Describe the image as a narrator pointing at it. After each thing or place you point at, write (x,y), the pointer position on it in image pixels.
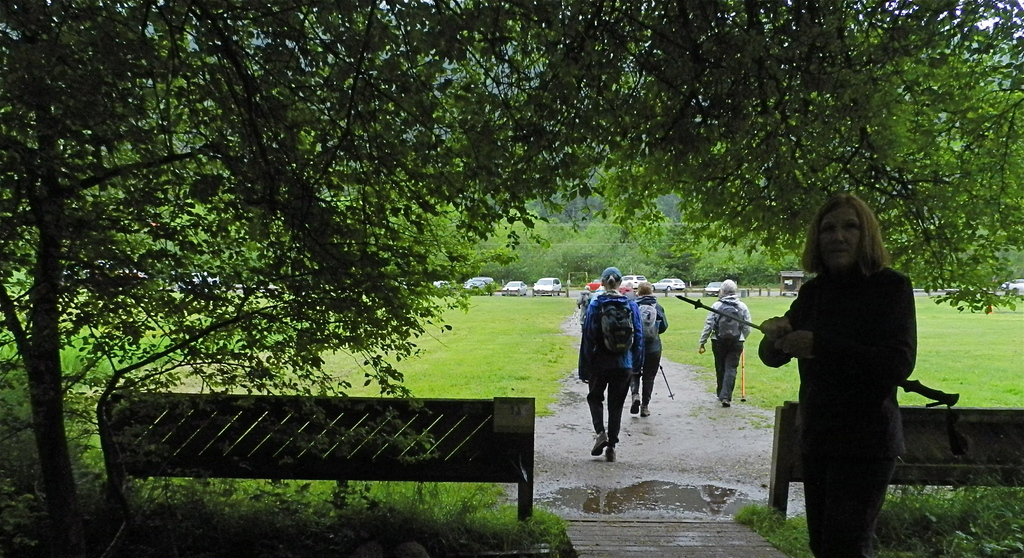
This is a picture of a park (293,299) where we have two benches (517,441) and four people (772,323) inside the park (770,310) who are wearing the backpacks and holding the sticks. We can also see some cars (595,280) around the park (373,265) and the wet floor (654,501).
